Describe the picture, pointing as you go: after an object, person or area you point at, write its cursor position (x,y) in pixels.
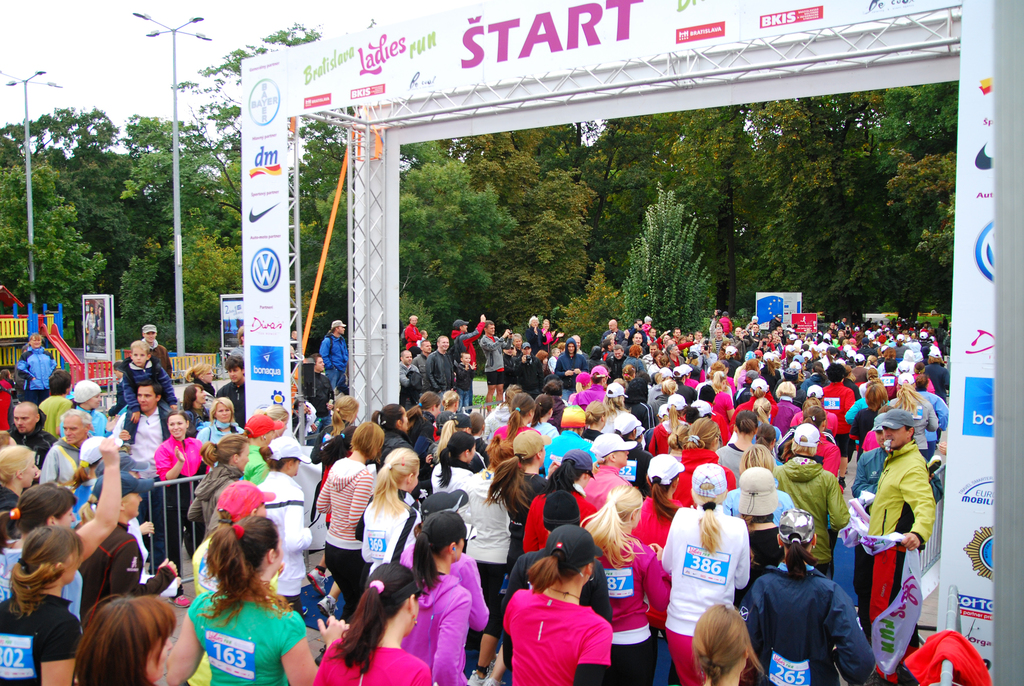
A group of women (460,420) are walking through this entrance (384,168) in the long back side there are trees (512,206).
